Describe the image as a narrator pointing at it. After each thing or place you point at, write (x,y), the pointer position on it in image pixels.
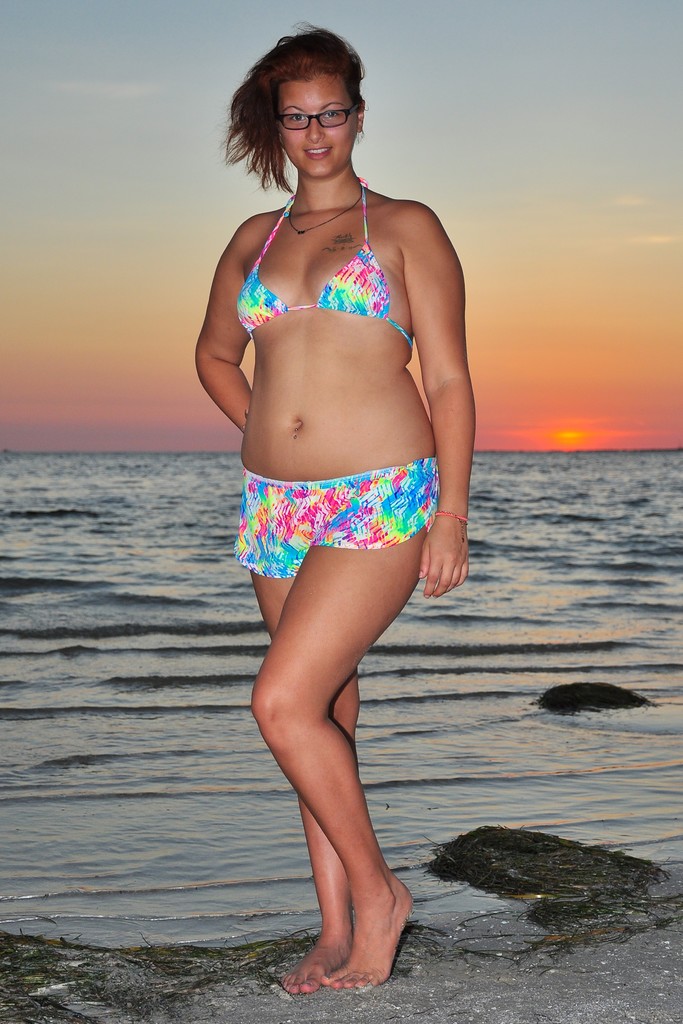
In this image we can see woman (356,597) standing at the sea (413,695). In the background (77,538) there is a water (500,489) and sky (398,132).
